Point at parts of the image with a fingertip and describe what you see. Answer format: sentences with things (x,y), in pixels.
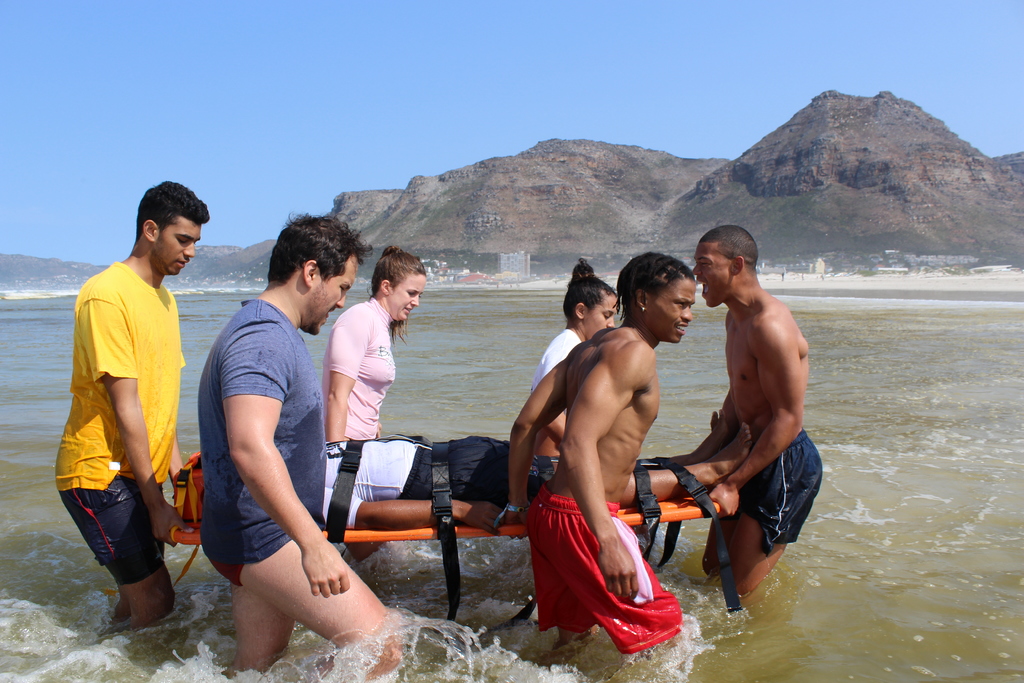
In this image there are some people (562,477) who are carrying stretcher (361,532), and on the stretcher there is one person (677,483). At the bottom (989,584) there is beach (1,314), and in the background (851,196) there are some mountains (608,251), buildings (926,255), and sand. At the top (617,133) there is sky (722,60).
